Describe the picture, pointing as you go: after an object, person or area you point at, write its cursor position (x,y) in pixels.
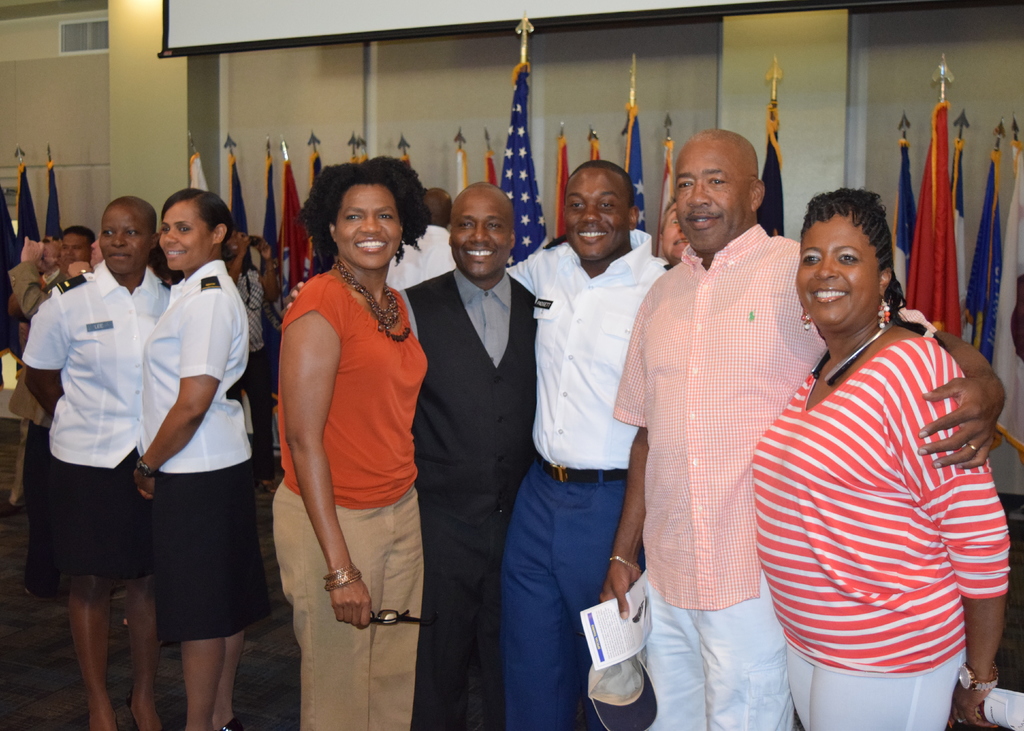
In this image we can see few persons (336,413) are standing and among them two persons (659,690) are holding papers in their hands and a woman (335,643) is holding spectacles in her hand (337,606). In the background (19,298) we can see few persons (26,247) are standing, flags (8,255), wall (158,157), screen (191,19) and objects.
